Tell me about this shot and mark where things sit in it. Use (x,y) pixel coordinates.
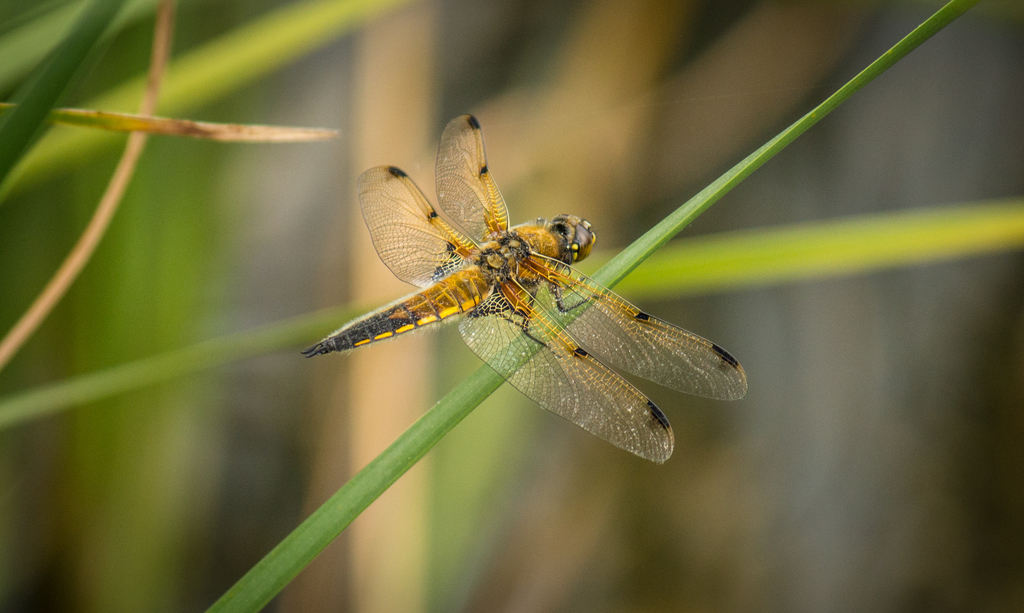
In the center of the image (536,311) there is a fly (547,285) on the plant (393,469).
